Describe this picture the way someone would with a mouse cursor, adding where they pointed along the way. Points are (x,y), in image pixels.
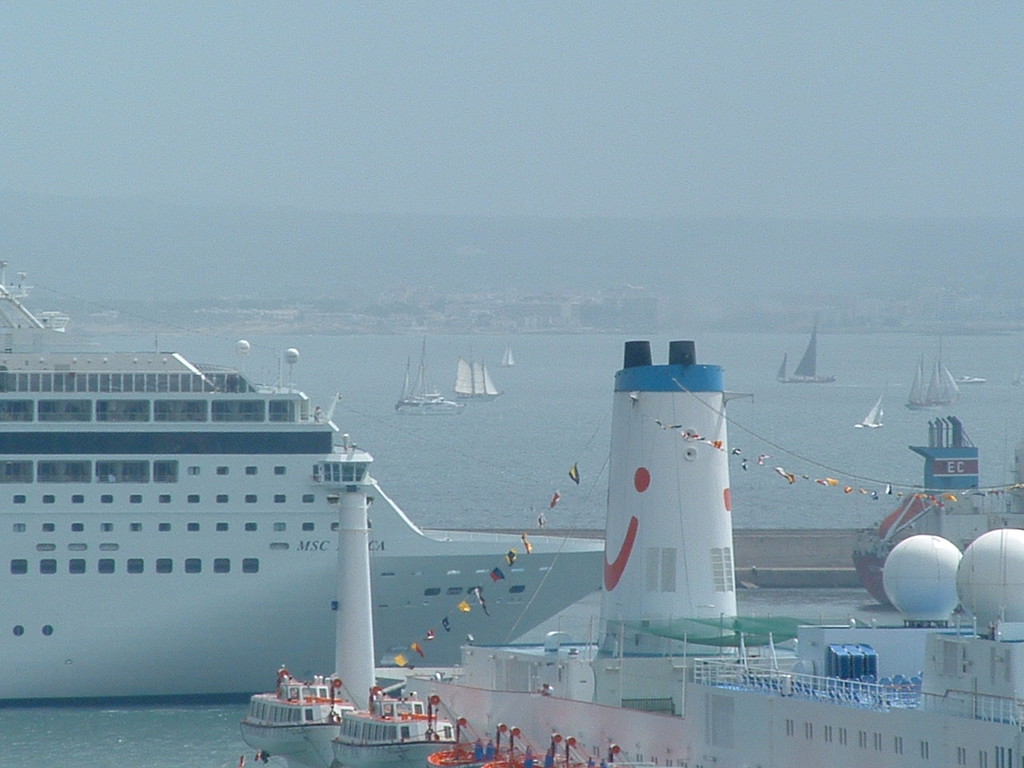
In this image I can see the boats (407,726) and ships (317,632) on the water (95,717). In the background (159,334) I can see the houses (359,314), mountains (491,269) and the sky (490,118).
